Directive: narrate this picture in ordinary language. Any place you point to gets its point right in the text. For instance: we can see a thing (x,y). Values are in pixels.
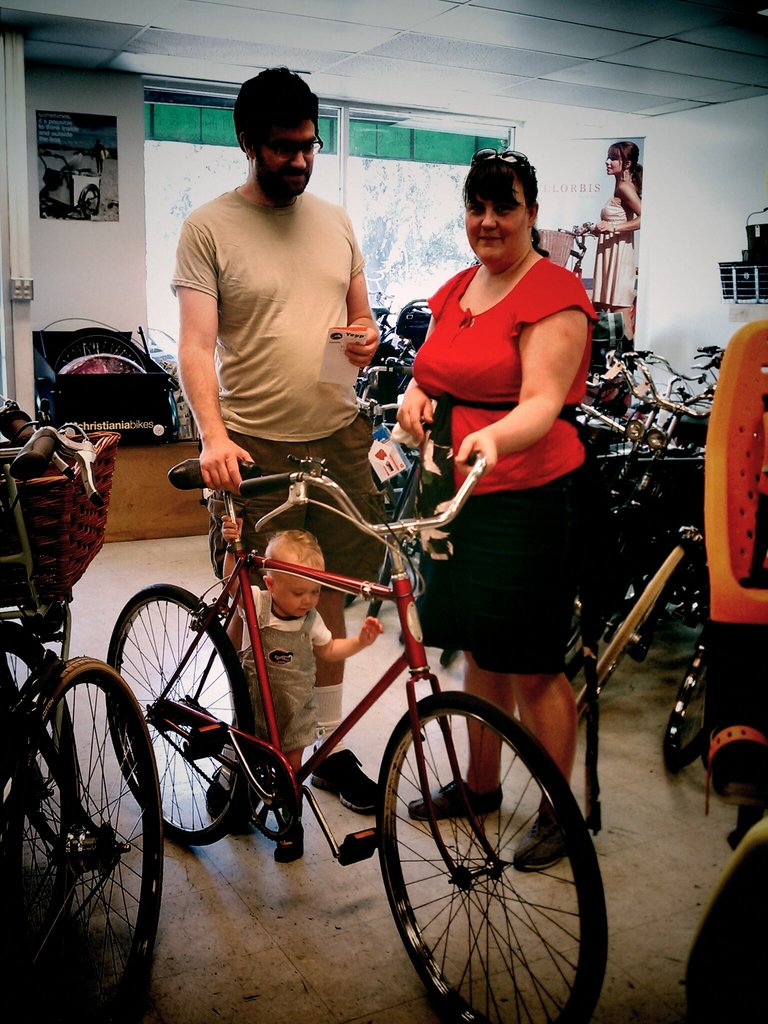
In this picture I can see number of cycles (389,402) on the floor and in the center of this picture (300,445) I can see a man (306,281), a woman (438,364) and a boy (333,640) who are holding a cycle (230,607). In the background (597,250) I can see the wall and I see 2 posters (585,244) and on the right poster (545,161), I can see a woman (612,226) holding a cycle (573,231) and I can see the windows (359,179).
